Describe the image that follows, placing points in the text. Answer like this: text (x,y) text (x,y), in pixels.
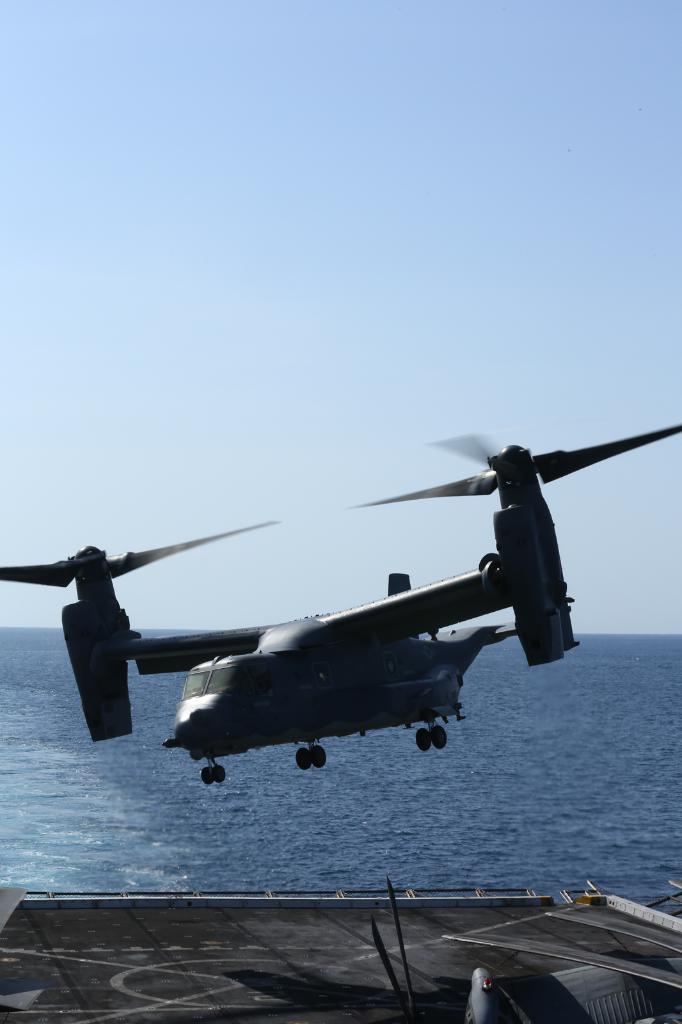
In this image there is some object (681,987) on the platform (296,982). There is a helicopter (533,517) in the air (19,536). In the background of the image (345,754) there is water (374,763). At the top of the image (339,207) there is sky (281,202).
